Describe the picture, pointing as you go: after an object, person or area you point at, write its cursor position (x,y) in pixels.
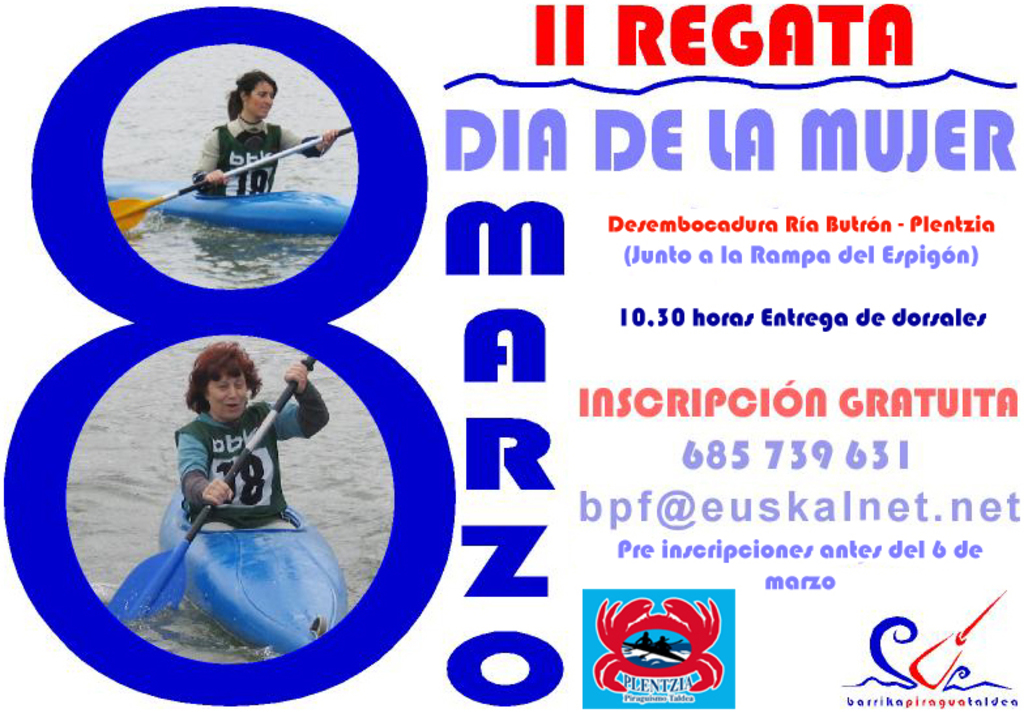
In this image we can see a poster (658,464). There is some text (746,451), logos (689,647) and few persons (239,191) rowing a water crafts (235,204) in the image.
